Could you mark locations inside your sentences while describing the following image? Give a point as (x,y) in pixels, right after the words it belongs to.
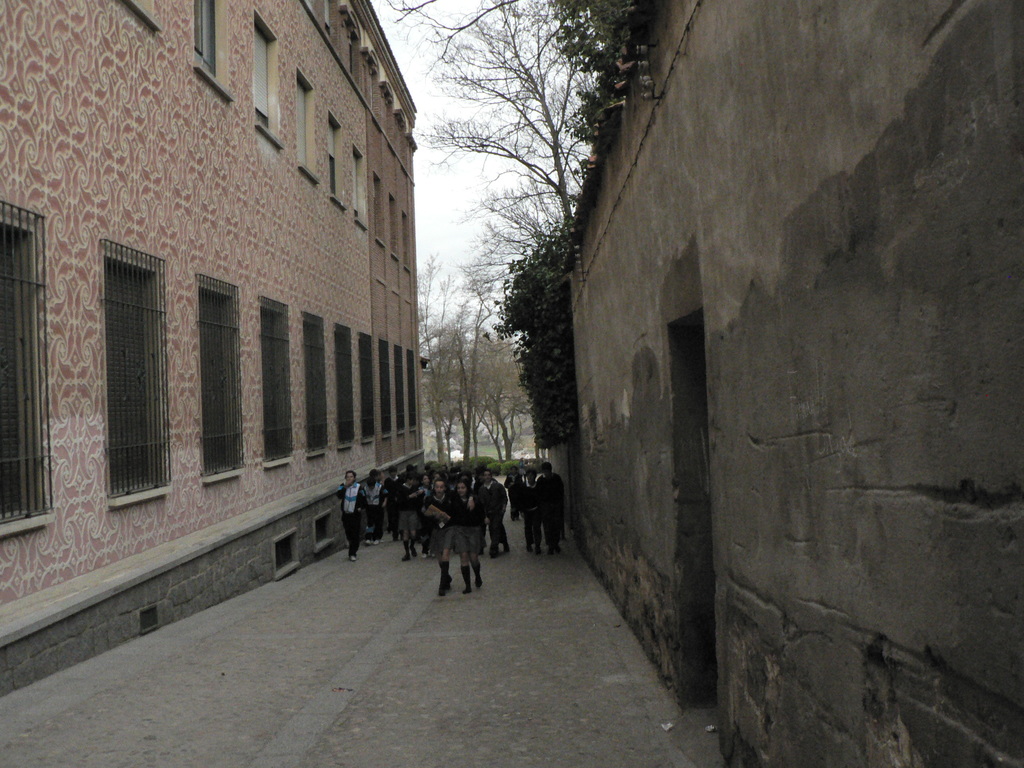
In this image there is a road (410,610), on that road (501,594) childrens (501,528) are walking, on either side of the road (377,691) there are buildings (583,414), in the background (545,344) there are trees (492,346).
